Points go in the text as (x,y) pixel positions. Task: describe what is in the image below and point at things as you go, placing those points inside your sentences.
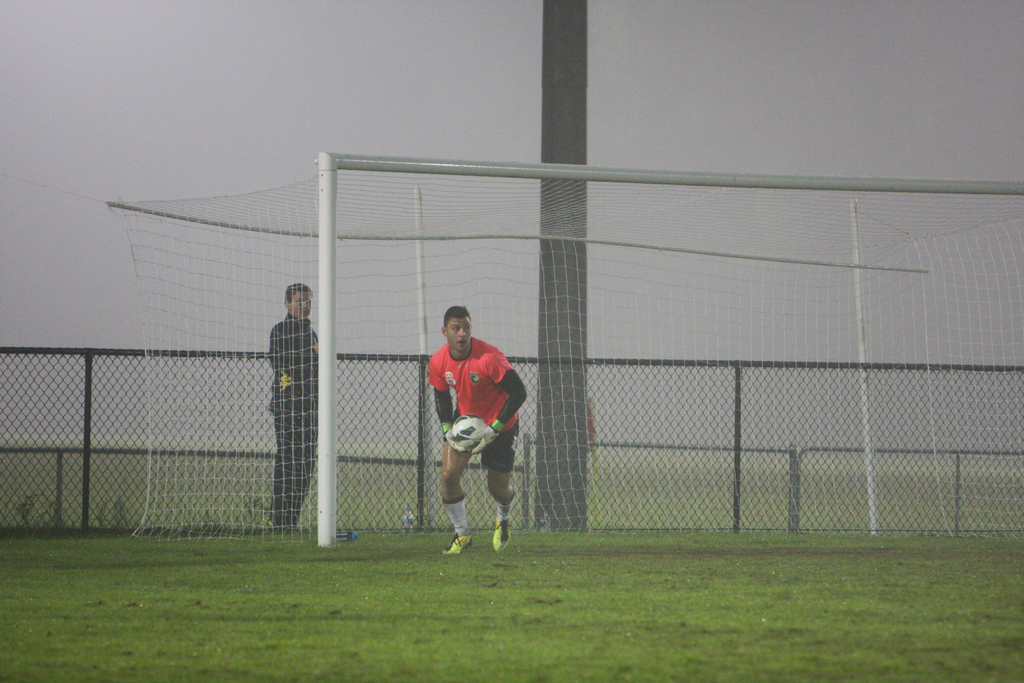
This picture might be taken inside a playground (734,649). In this image, in the middle (478,366), we can see a man (492,368) holding a ball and he is also running. On the left side (299,438), we can also see man (309,296) is standing in front of the net fence (491,524). In the background (699,210), we can see a pole (560,296), net fence (754,361), at the bottom (722,598), we can see a grass (483,609).
